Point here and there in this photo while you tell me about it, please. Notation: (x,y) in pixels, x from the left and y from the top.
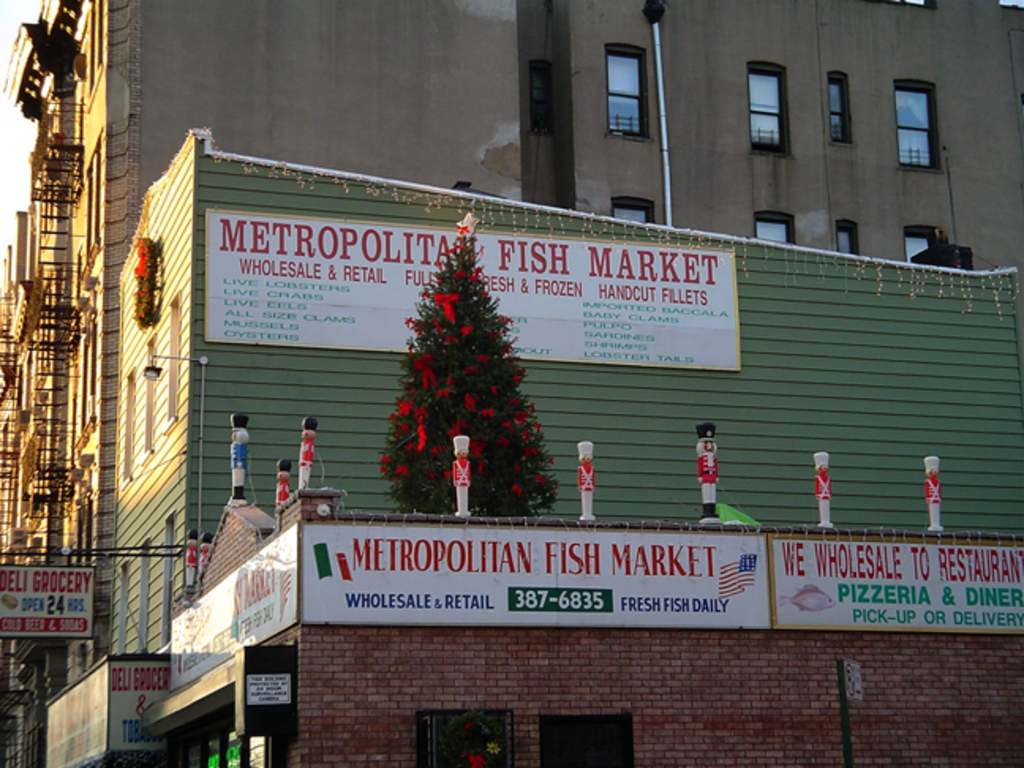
There are buildings (465,516), posters (516,246), it seems like toy poles (460,462) and a tree (461,324) in the image.
